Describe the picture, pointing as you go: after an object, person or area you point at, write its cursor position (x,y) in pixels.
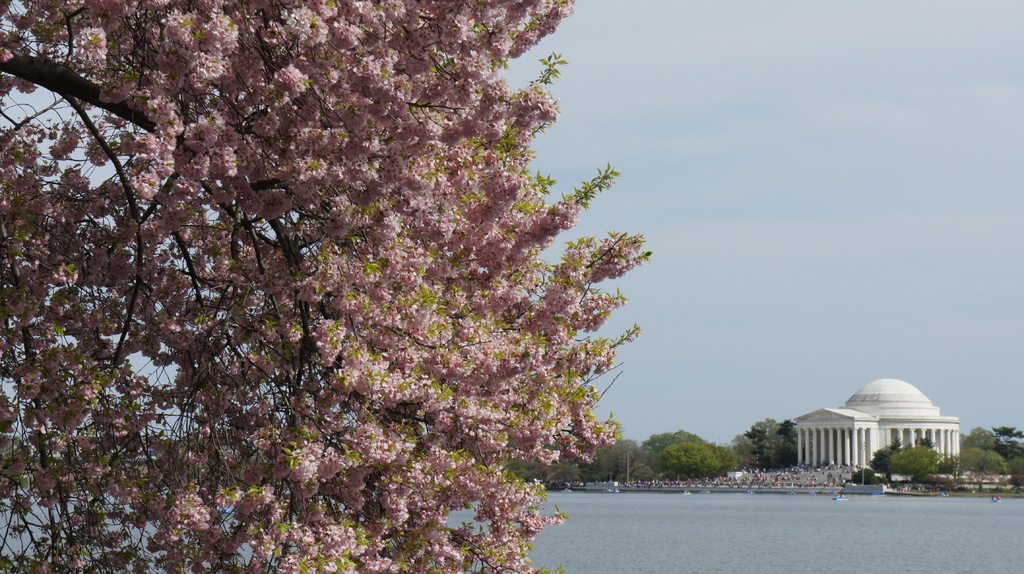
In the image there is a tree (396,185) on the left side (285,351) with a lake (804,566) behind it and over the background (852,414) there is a palace (843,451) with trees (728,467) on either side of it and above its sky (701,135).
